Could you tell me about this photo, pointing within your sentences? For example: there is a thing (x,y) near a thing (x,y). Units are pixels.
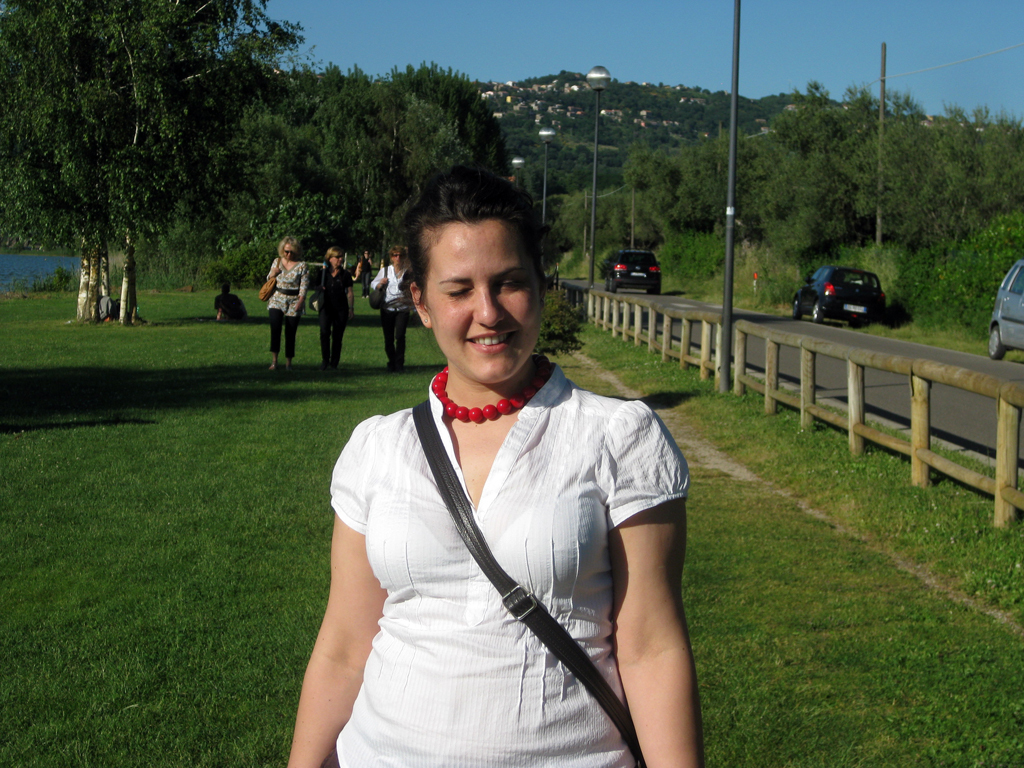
In the center of the image (548,480) there is a lady (299,758) wearing white color shirt (520,479) and black color bag (625,721). At the background of the image (690,208) there are trees (241,219). There are people (284,255) walking. At the bottom of the image (165,596) there is grass (165,500). At the right side of the image (841,294) there is road (646,294) and there are cars (1009,287). There are light poles (729,354).
